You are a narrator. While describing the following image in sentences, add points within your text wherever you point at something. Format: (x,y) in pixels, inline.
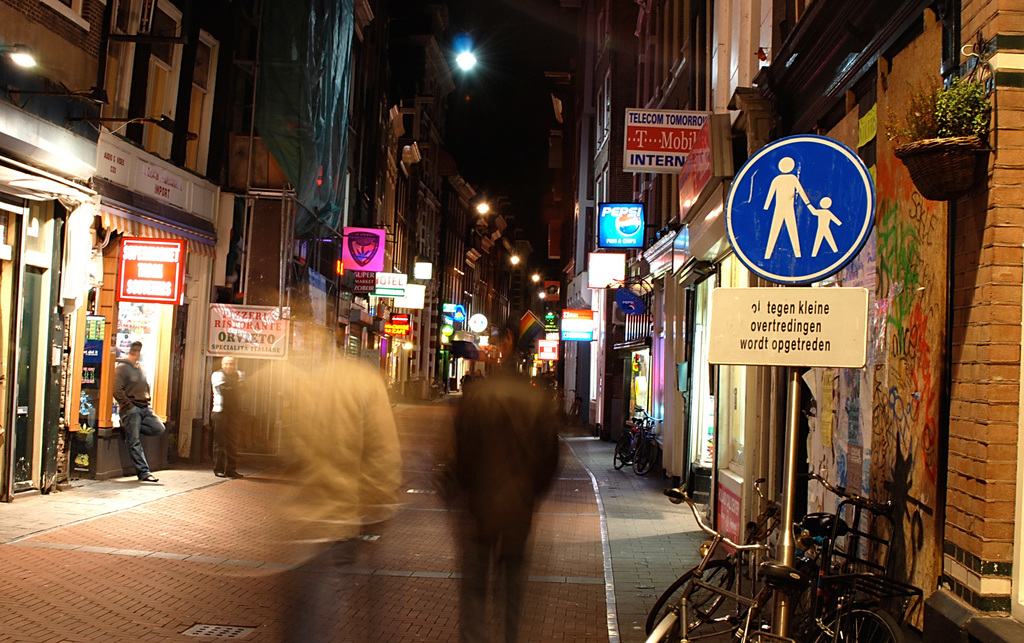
In this image I can see bicycles (740,568), boards (781,318), light poles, shops (251,460), buildings (251,445), houseplants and a group of people (524,392) on the road (165,629). In the background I can see lights (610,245), windows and the sky (462,162). This image is taken may be during night.
